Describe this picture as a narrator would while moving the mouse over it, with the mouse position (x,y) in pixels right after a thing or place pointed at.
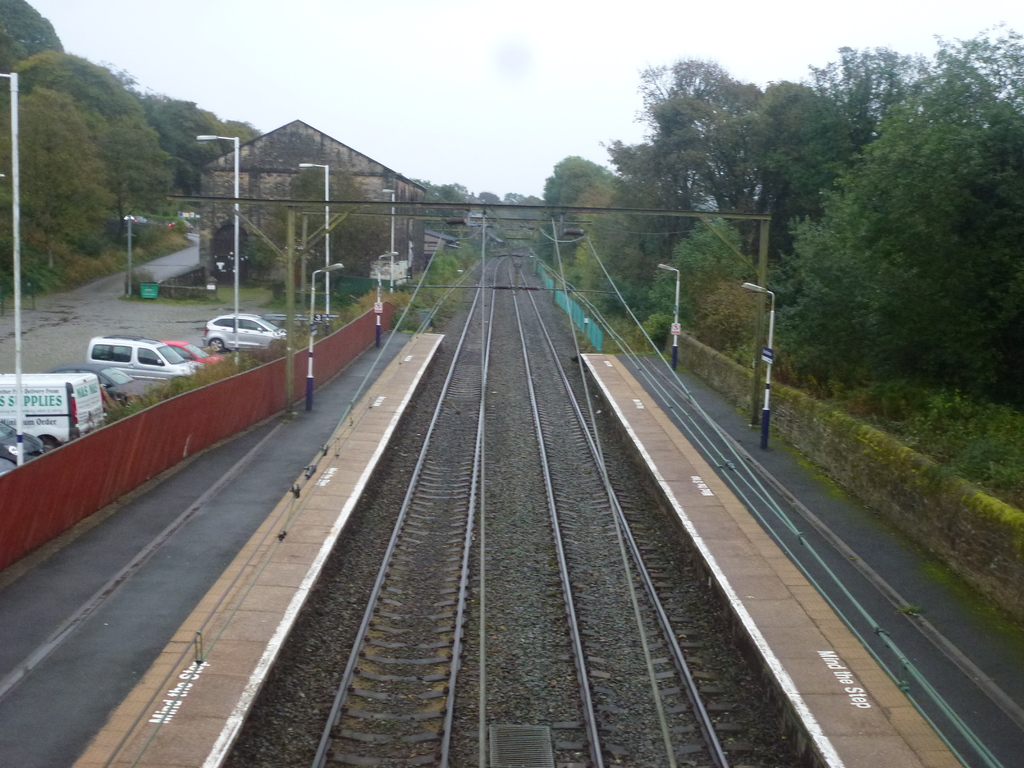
In the foreground of the image (472,636) we can see railway track (505,627) and platform (835,621). In the middle of the image (370,258) we can see a road (16,315), cars (261,330), a house (268,191) and trees (743,112). On the top of the image (595,90) we can see the sky (426,77).
